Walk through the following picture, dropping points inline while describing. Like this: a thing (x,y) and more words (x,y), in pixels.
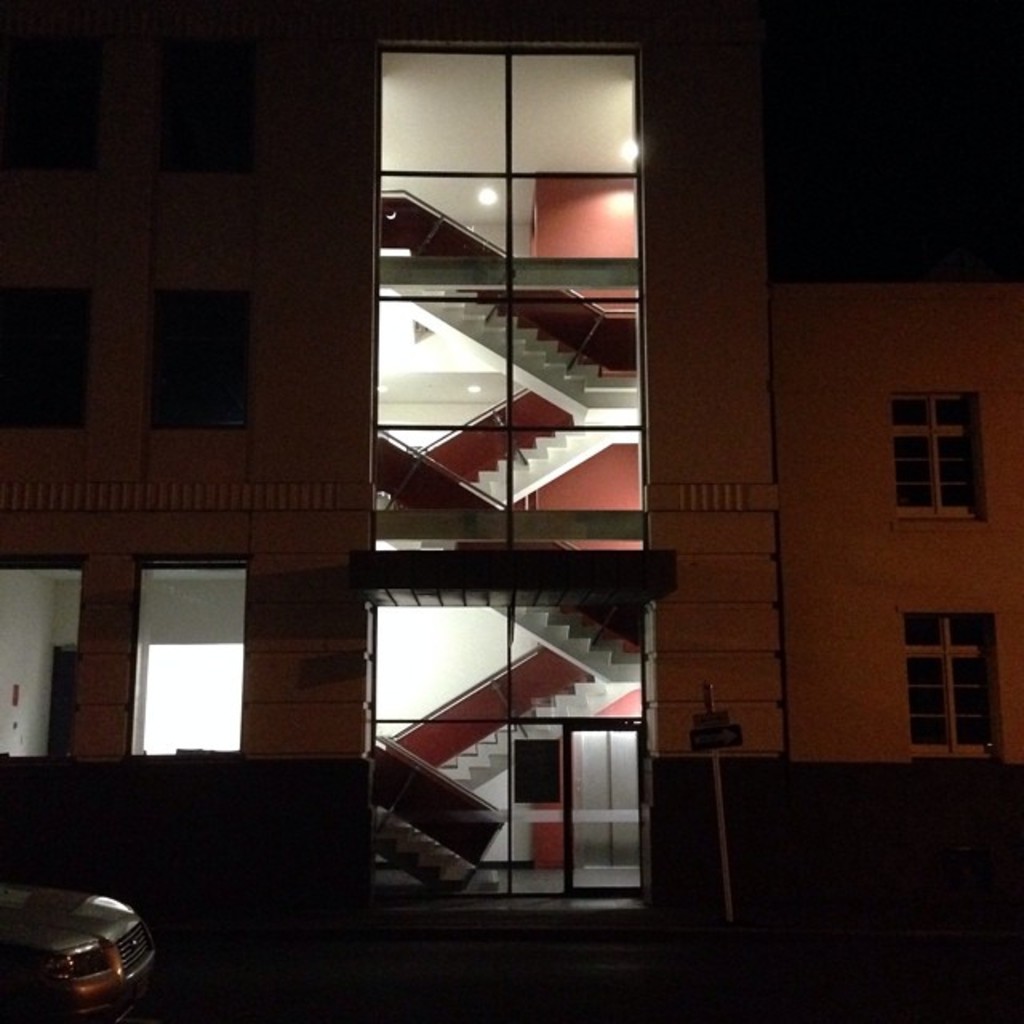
In this image we can see a outside view of a building (842,832). To the left side of the image (72,937) we can see a car (47,961) parked on the road (232,997). In the background (586,222), we can see staircase (457,726), lights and some windows (182,355).
